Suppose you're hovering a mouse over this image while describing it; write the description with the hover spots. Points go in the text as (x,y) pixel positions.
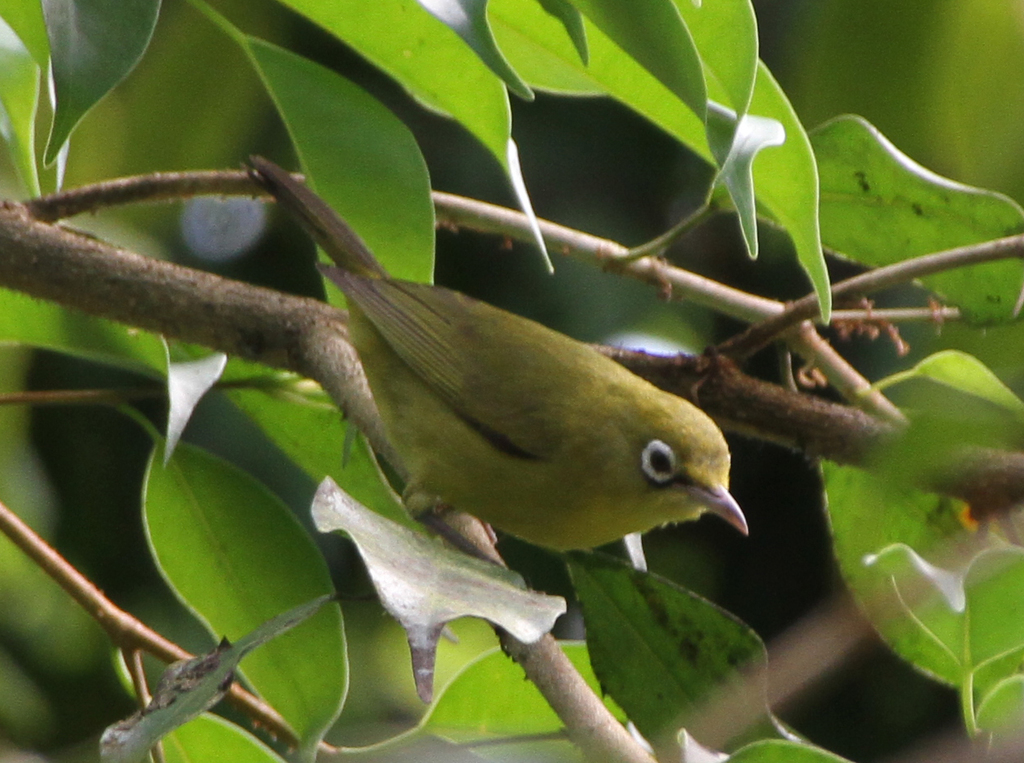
In this image on a stem (562,708) there is a bird (433,345). In the background (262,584) there are trees (164,351). The background (76,507) is blurry.
